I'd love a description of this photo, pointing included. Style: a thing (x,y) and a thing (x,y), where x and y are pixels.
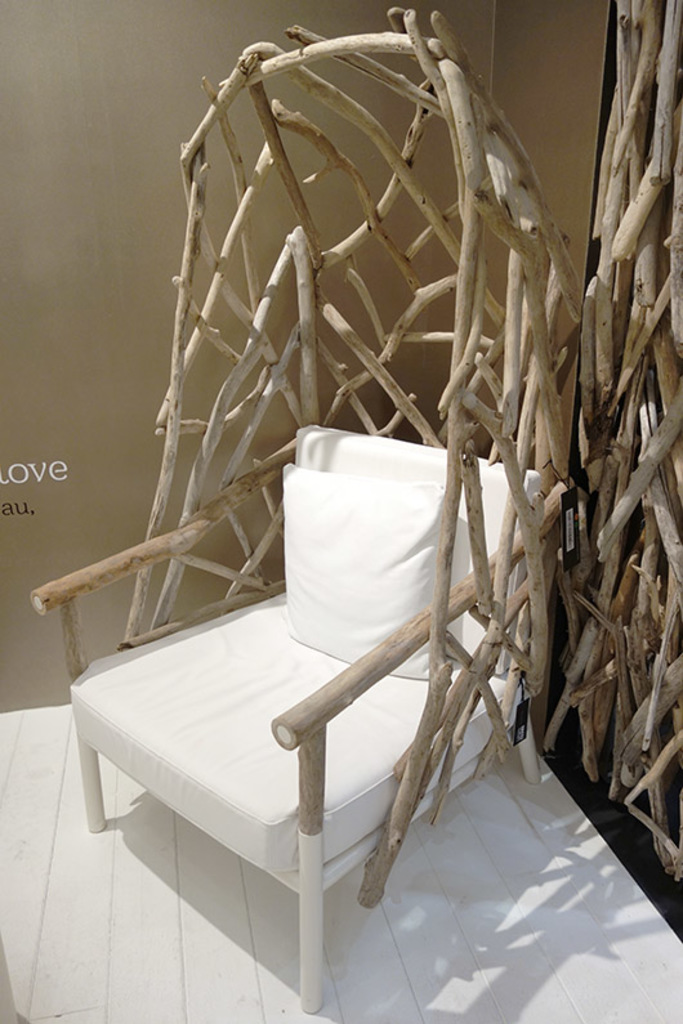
Here I can see a chair (144,776) which is made up of some wooden sticks (525,453) and it is placed on the floor (462,952). On the chair (260,646) I can see a white color pillow (329,543). In the background (79,212) there is a board (79,246) on which I can see some text (44,482).
